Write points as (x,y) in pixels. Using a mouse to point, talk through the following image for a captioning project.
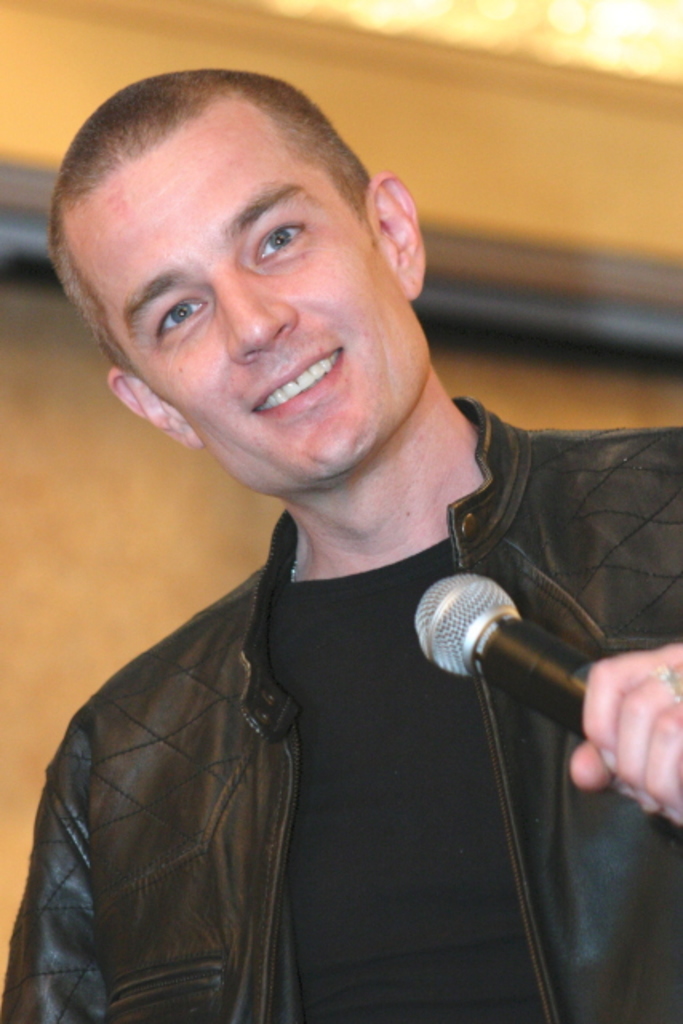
In the middle of the image (386,550) a person (218,1013) is standing and holding a microphone (484,580). Behind him we can see a wall (23,1).
